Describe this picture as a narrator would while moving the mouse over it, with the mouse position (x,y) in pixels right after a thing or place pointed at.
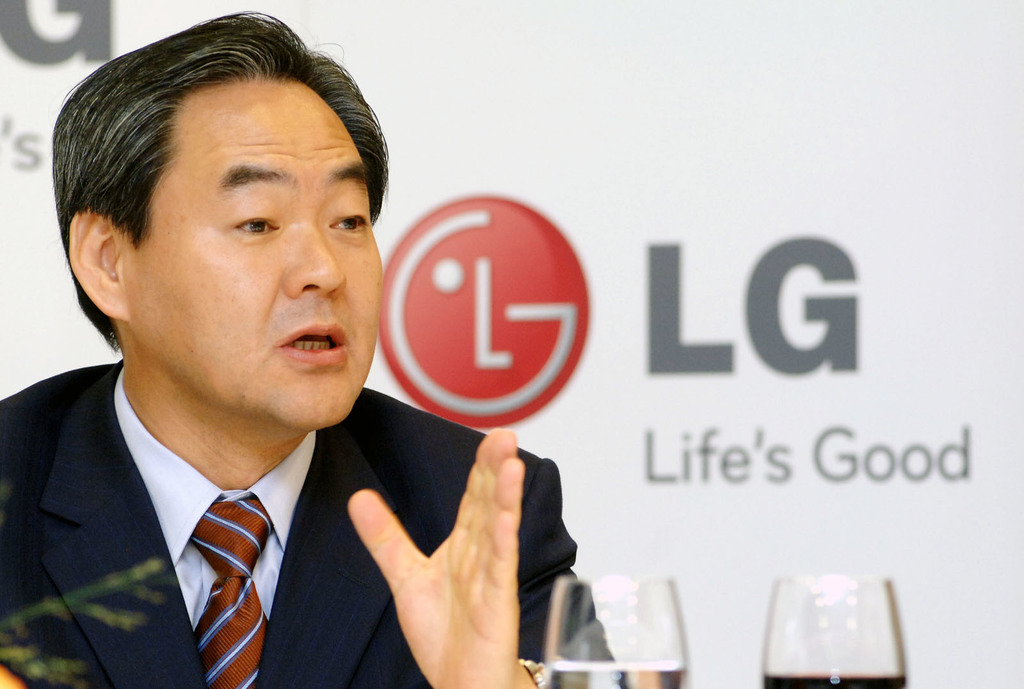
In the background (843,459) we can see the hoarding (753,176) and in this picture we can see a man (222,91) wearing a blazer (324,491), shirt (275,512) and a tie (252,516). It seems like he is talking. At the bottom (850,632) we can see the glasses (775,661) with liquids (576,677) in them.
